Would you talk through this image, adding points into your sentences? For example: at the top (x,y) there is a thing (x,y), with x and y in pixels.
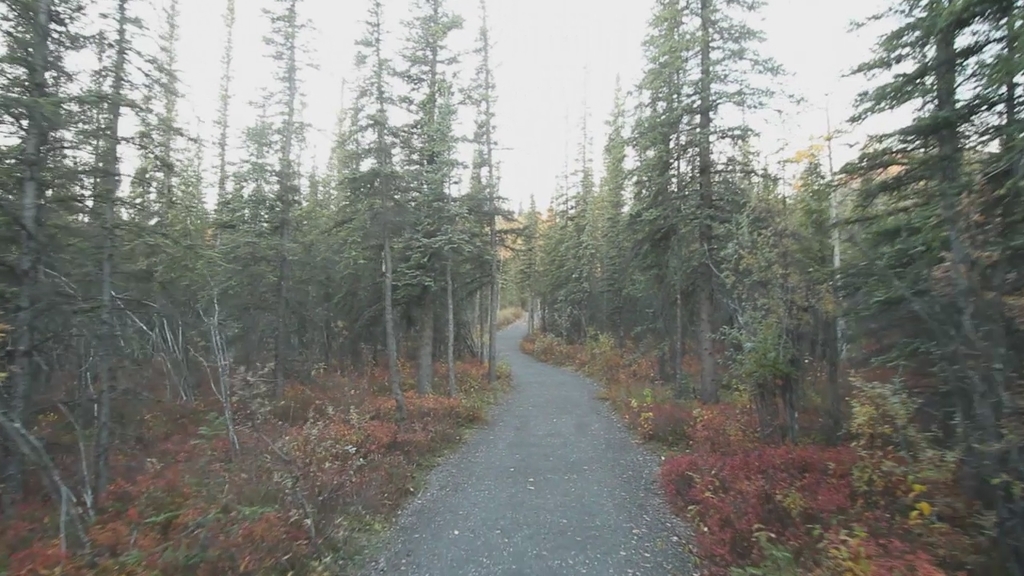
This is the picture of a place (547,465) where we have road (548,402) and around there are some trees (105,424), plants (38,484) and some grass (338,561) on the floor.
